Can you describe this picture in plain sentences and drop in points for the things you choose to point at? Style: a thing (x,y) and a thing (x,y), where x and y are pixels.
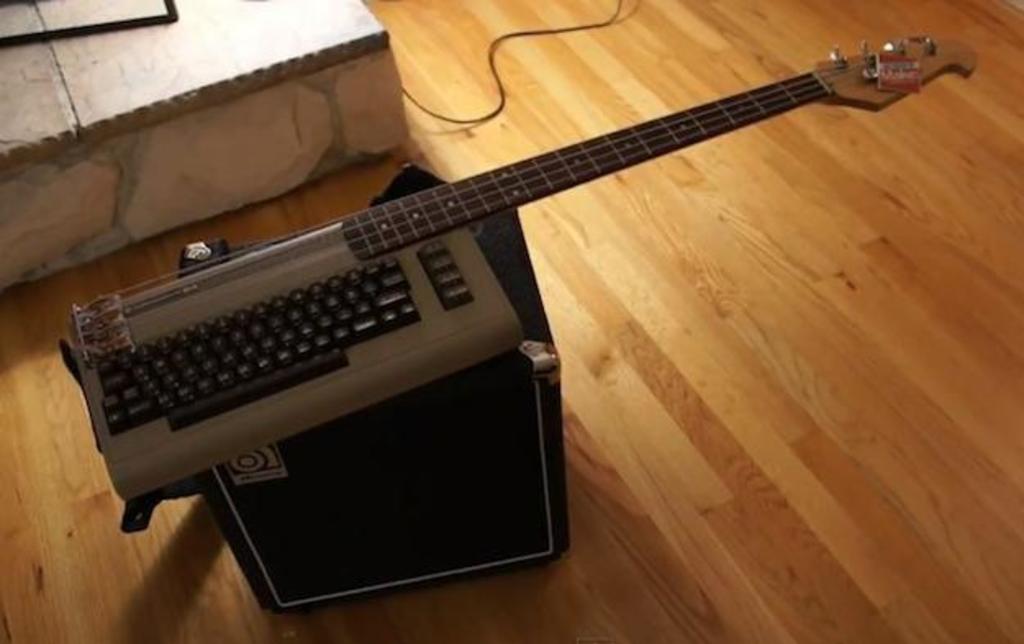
In this picture we can see a black box (393,570) on a wooden floor (669,370) with a keyboard (406,340), guitar (453,273) on it, cable (468,121) and some objects (133,64).
